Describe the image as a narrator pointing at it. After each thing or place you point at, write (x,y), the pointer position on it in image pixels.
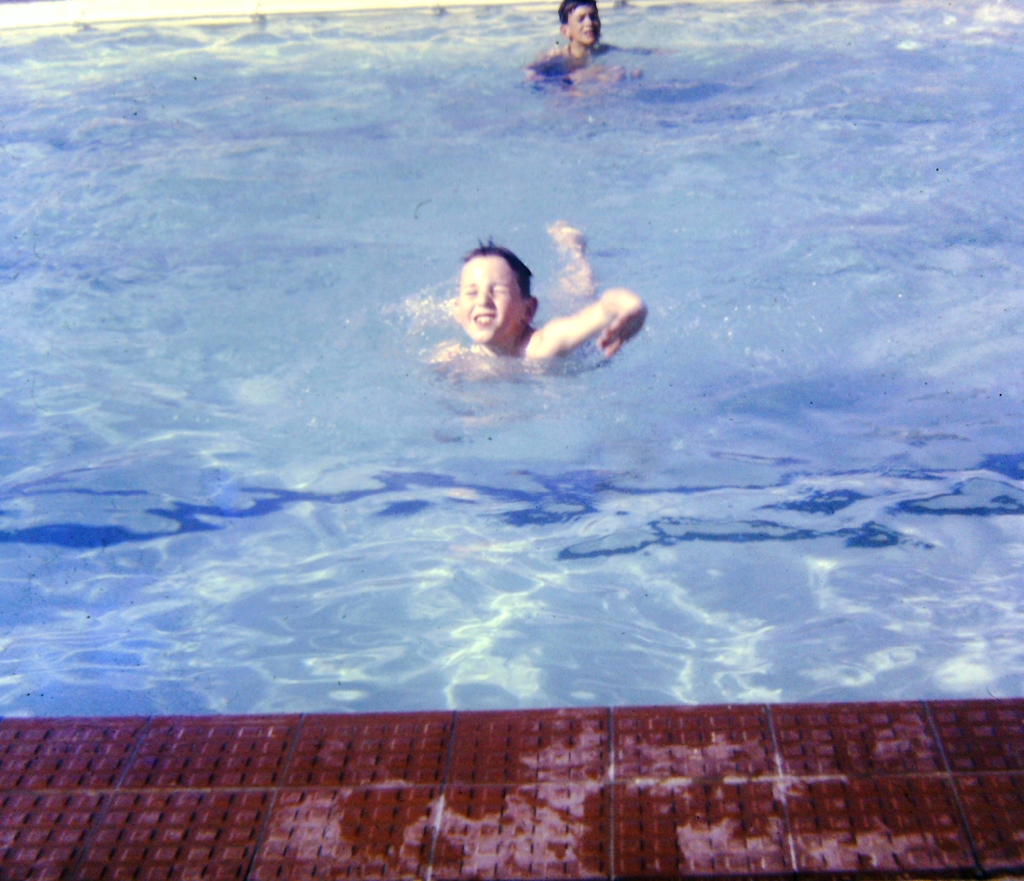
Here in this picture we can see a couple of children (548,64) swimming in the pool (513,68), which is full of water (162,262) over there.
